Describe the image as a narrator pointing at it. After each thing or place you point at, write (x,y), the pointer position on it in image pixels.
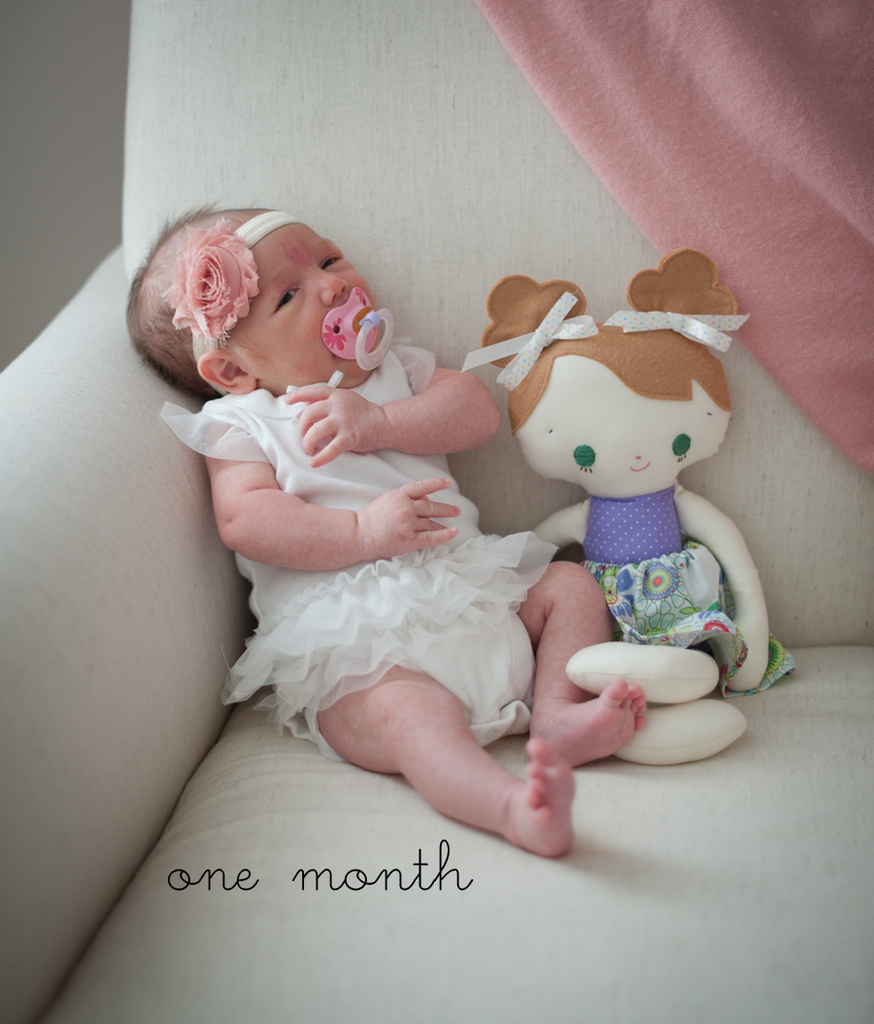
Here I can see a baby (354,560) is wearing a white color frock (412,477), headband (228,268) and sitting on the sofa (75,466). Beside the baby (458,550) I can see a toy (650,602). At the bottom of this image (303,881) I can see some text (277,877) in black color. On the right top of the image (736,100) I can see a cloth (780,146) which is on the sofa (423,879).
